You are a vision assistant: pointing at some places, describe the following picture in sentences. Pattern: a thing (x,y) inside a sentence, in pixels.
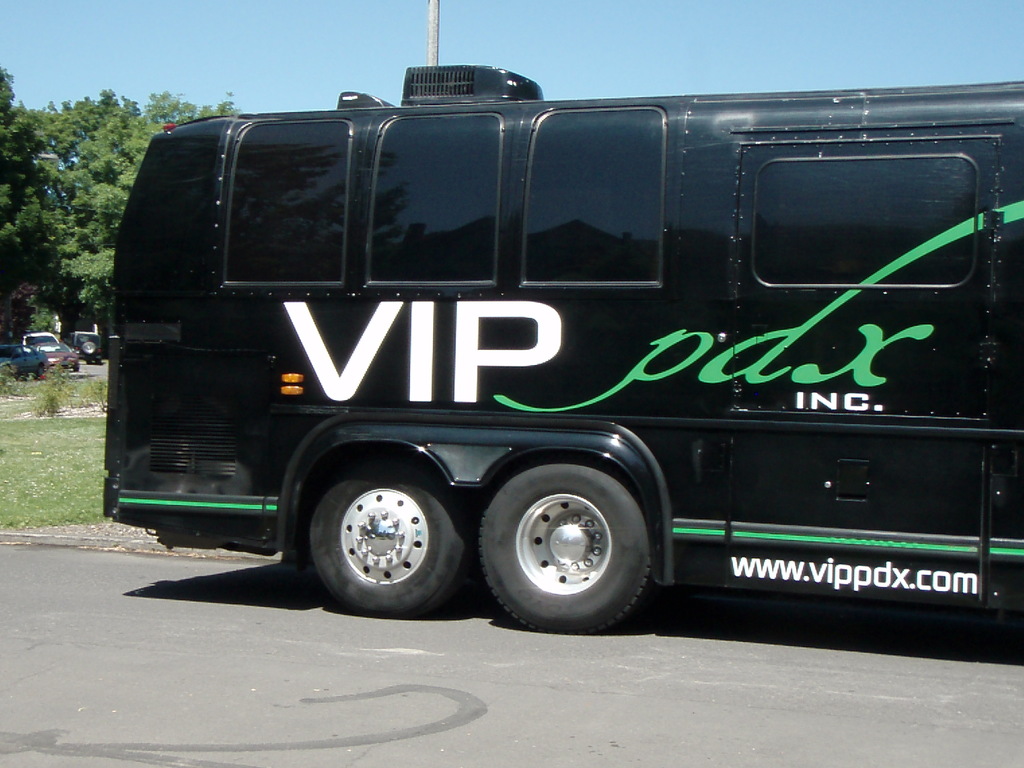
In this image there is a vehicle (354,543) on the road (44,553). On the left side of the image (85,346) there are few more vehicles (68,354) parked. In the background (97,198) there are trees (118,164), surface of the grass (62,430), a pole (432,40) and the sky (695,60).
